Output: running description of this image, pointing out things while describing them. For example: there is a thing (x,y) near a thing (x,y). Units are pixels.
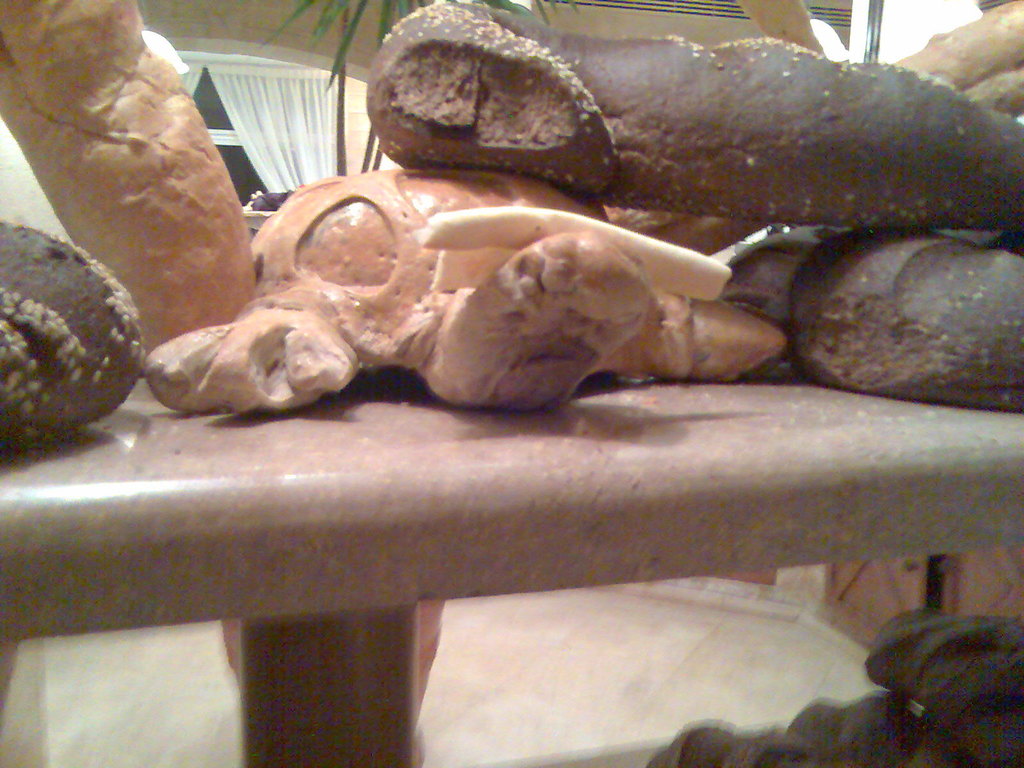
In the middle of this image (649,284), there is a statue of a tortoise (560,201) and other objects (1016,311) arranged on a surface (939,461). In the background (292,97), there is a plant (344,109), there are two white color curtains (261,85), a floor (726,647) and a wall (627,30).
